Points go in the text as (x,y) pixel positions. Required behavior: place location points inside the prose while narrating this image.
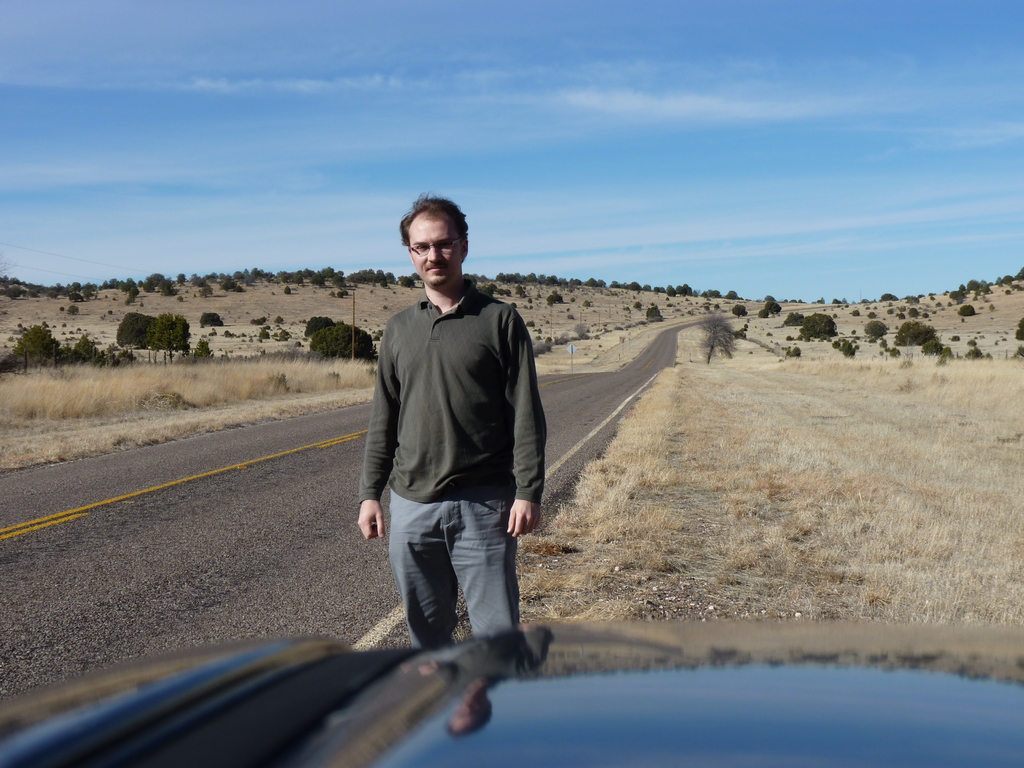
In the foreground of this image (468,323), there is a man (482,504) standing and at the bottom (604,677), there is a bonnet (842,706) of a car (894,706). In the background (703,418), there is grassland (780,424), trees (835,323) and the sky (655,153).
